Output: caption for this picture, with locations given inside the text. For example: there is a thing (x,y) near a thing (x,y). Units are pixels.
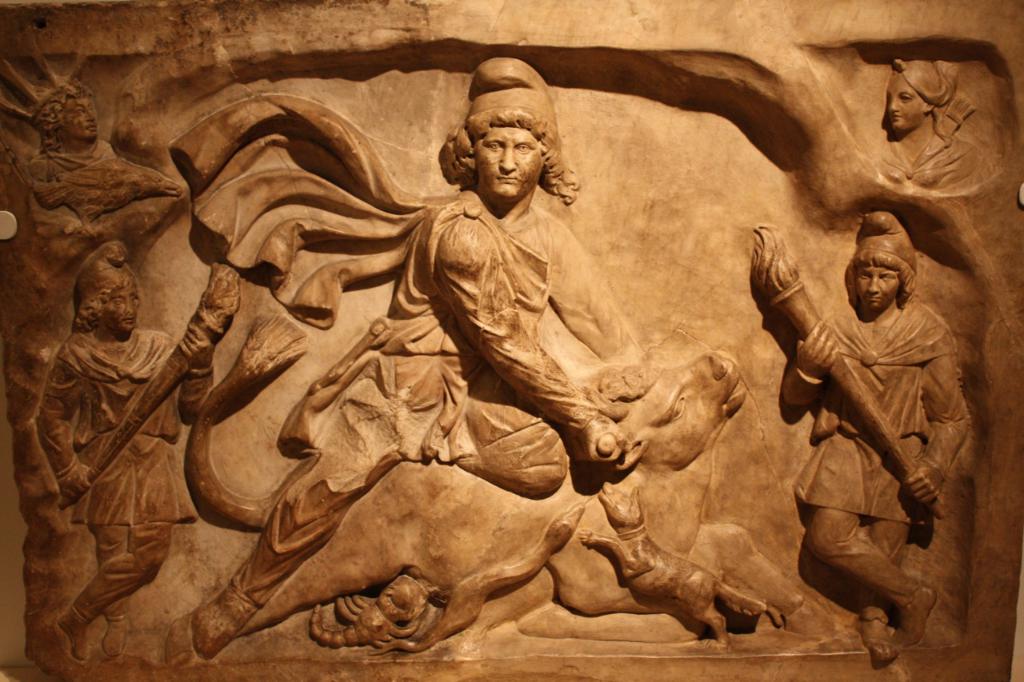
In this image we can see some sculptures (522,284) of people (558,457), and an animal (571,465).
